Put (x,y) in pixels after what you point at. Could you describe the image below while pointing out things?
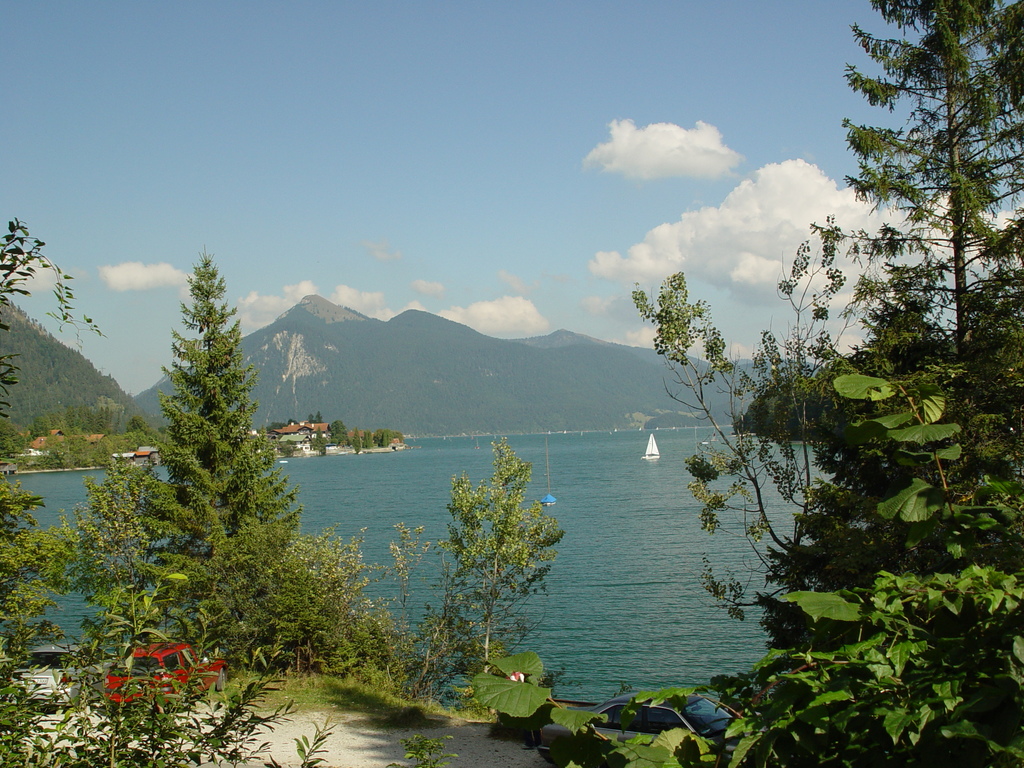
At the bottom of the image (878,523) there are some vehicles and trees (1017,629). In the middle of the image (379,489) there is water (553,446), above the water (638,455) there is a boat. At the top of the image (829,211) there are some hills (663,415) and clouds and sky (540,244).
